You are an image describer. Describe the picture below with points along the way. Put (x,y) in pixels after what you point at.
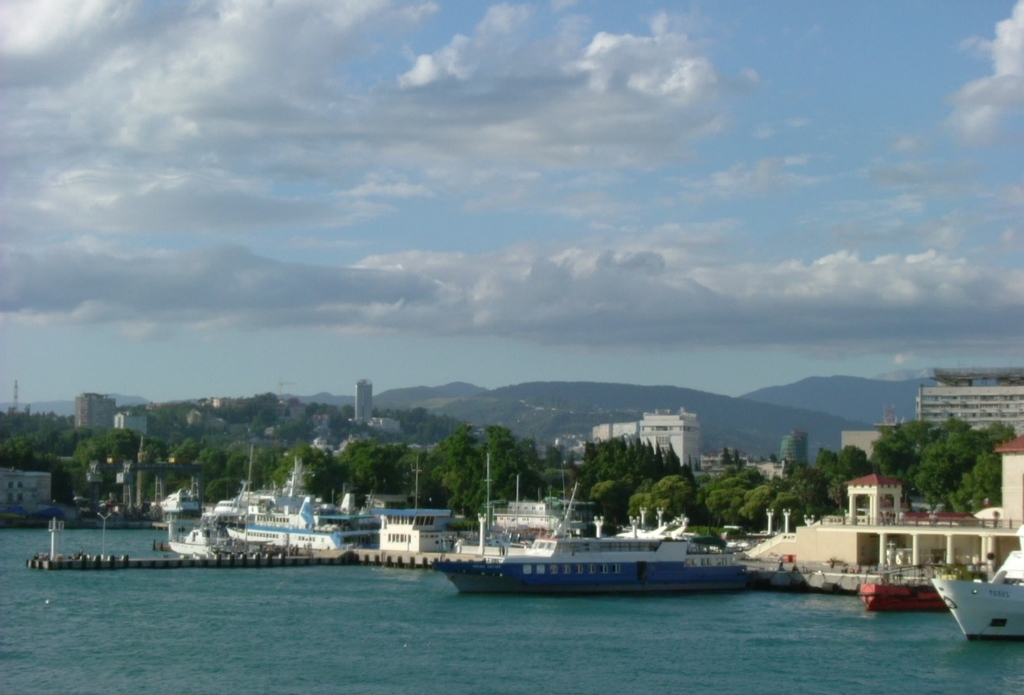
In this image we can see ships (302,540) on the water (209,571), walkway bridge (243,561), poles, trees (540,471), buildings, hills (565,411) and sky (853,234) with clouds (240,238).
